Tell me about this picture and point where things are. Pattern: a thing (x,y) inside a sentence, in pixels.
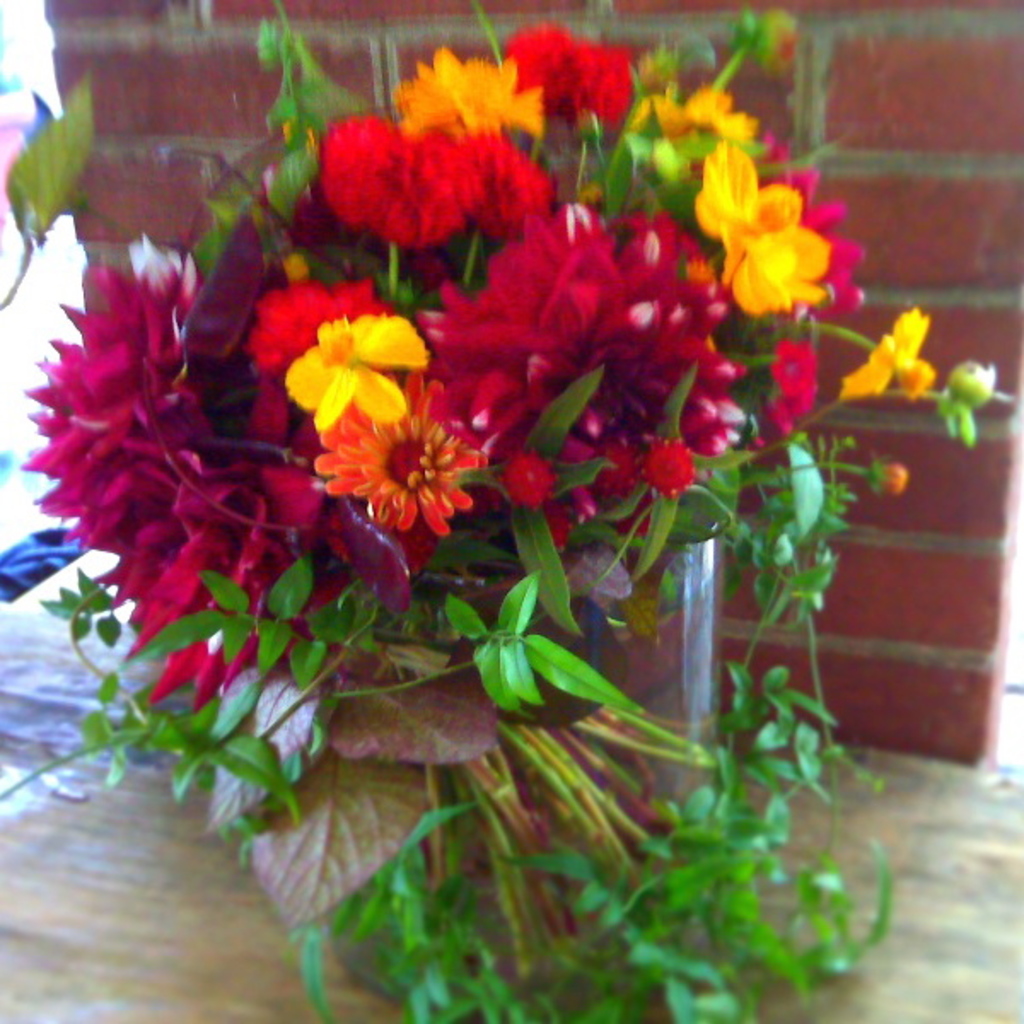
In this picture we can see flowers (466,308) on the plant (599,339) which is kept on the pot (585,632). Beside that there is a brick wall (959,288).
